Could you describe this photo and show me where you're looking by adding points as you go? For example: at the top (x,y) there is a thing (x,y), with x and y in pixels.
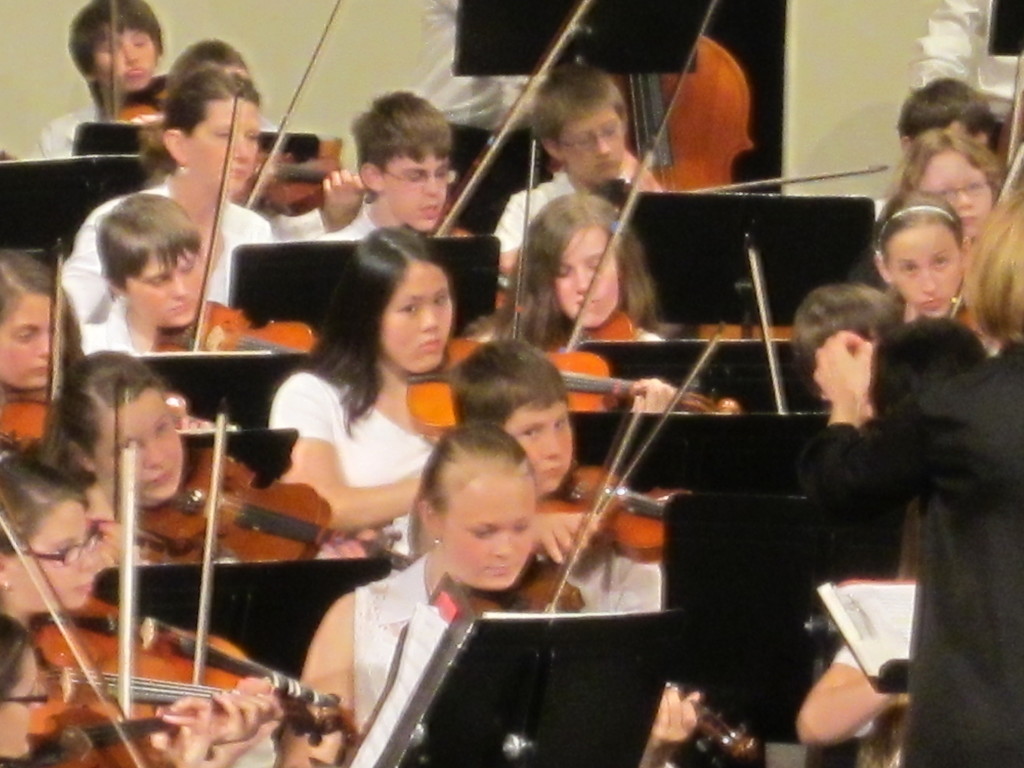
In the picture there are group of kids (298,422) playing violin (394,551), this seems to be clicked in a violin class (629,303).
